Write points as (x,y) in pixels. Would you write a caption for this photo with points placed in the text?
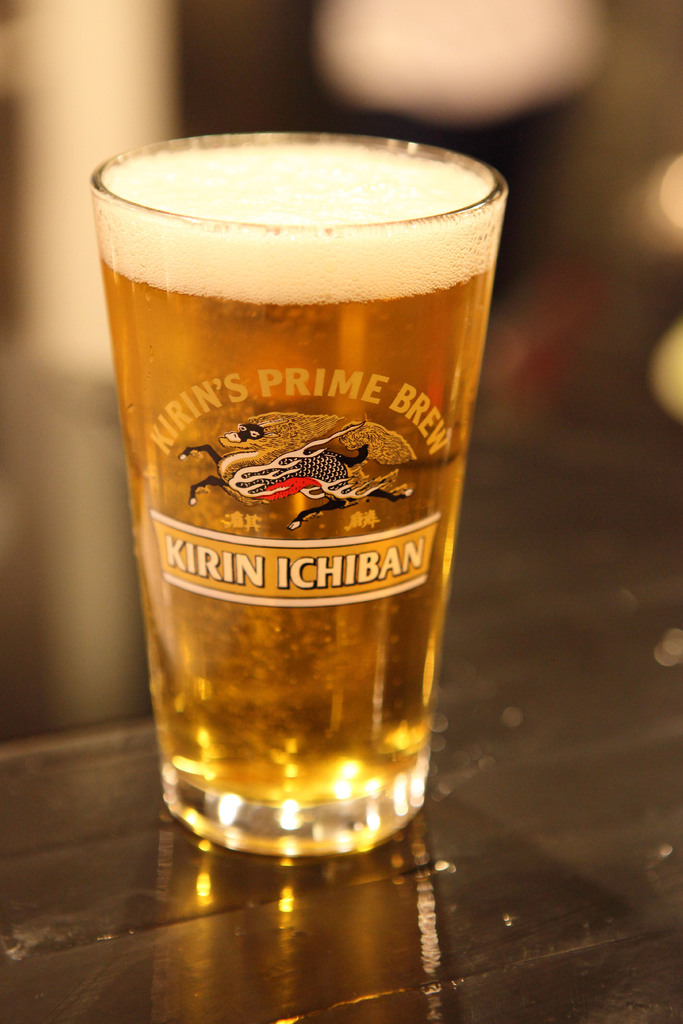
As we can see in the image there is a table (530,822). On table (420,906) there is a glass (325,576). The background (202,62) is blurred.
